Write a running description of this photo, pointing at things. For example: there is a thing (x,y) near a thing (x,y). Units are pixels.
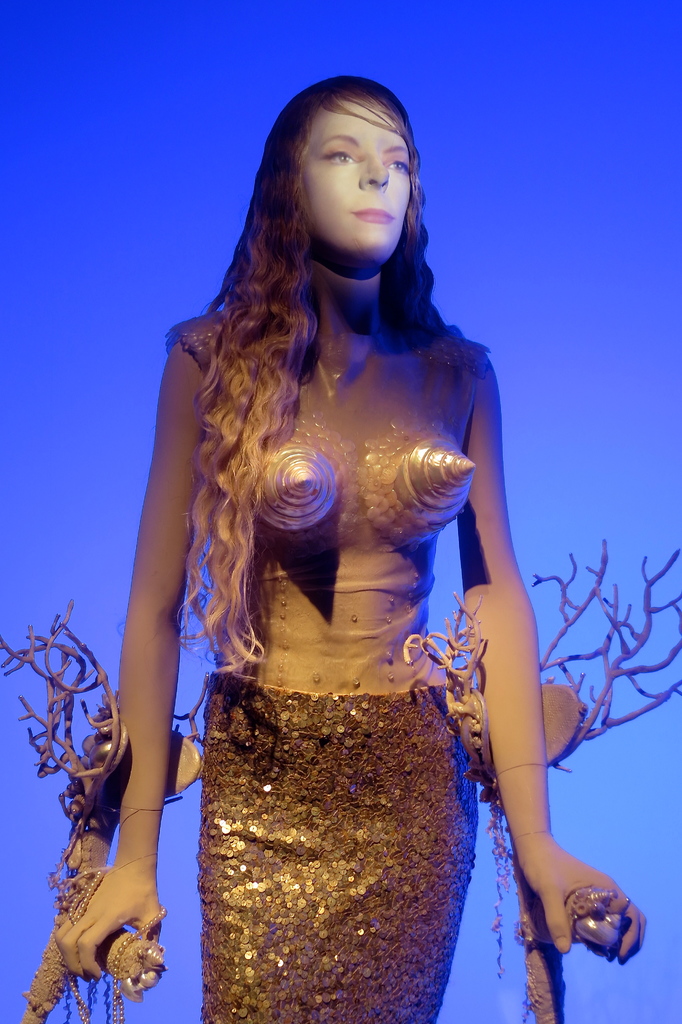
In the image we can see a mannequin (326,737) standing and wearing clothes (387,899). The background (564,305) is blue in color and this is a chain (116,1007).
